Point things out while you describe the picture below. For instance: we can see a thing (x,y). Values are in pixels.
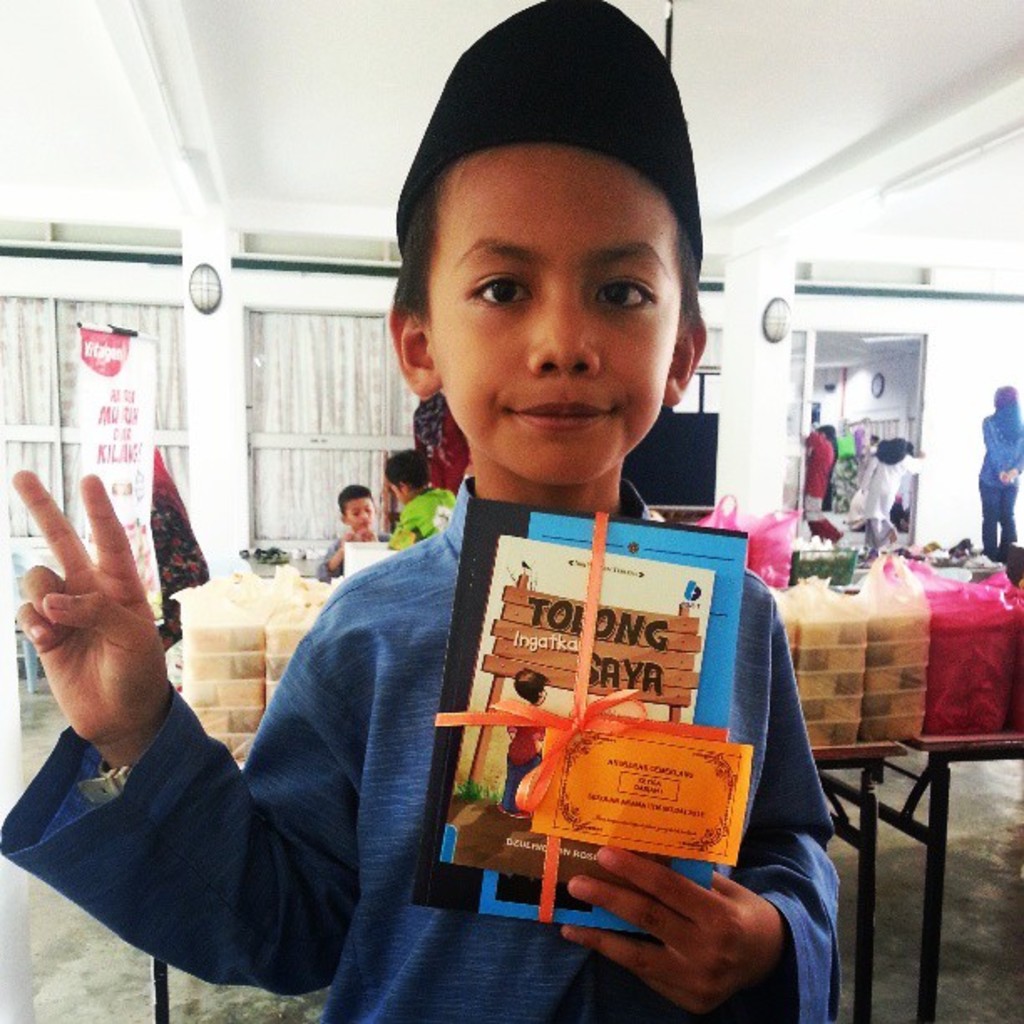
In this picture we can see a boy (558,1007) holding books (672,538) with his hand (664,934) and in the background (1001,643) we can see plastic covers (282,577), windows (311,382) with curtains (183,412), banner (113,427) and some people (1022,454) standing on the floor (959,858).
